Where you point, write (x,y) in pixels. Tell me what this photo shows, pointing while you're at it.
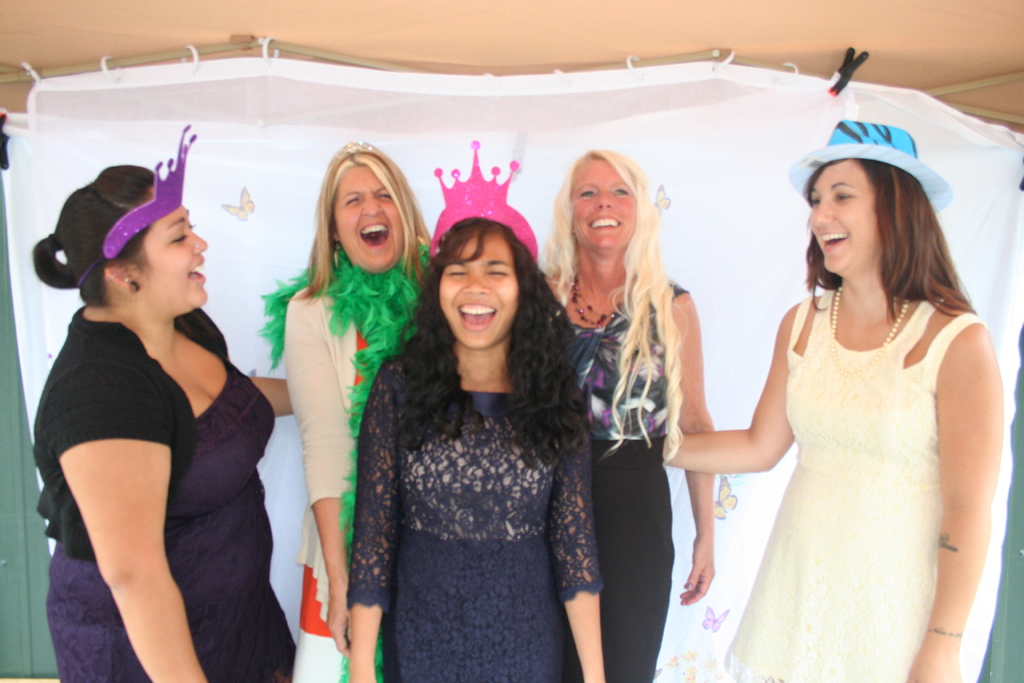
In this image there are a few ladies (460,271) laughing.
